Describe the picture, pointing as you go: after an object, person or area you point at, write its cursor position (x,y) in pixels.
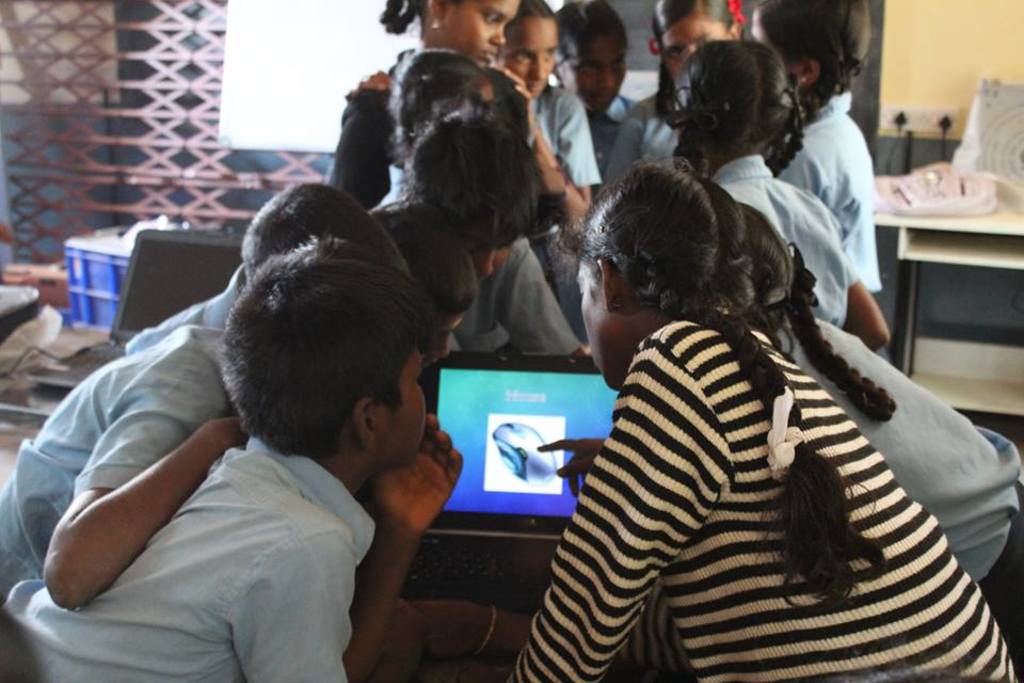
In this picture I can observe some children (395,365) around the computer (503,424). There are boys (441,315) and girls (824,573) in this picture. On the right side (968,55) I can observe yellow color wall (957,57) and a table (968,242).
